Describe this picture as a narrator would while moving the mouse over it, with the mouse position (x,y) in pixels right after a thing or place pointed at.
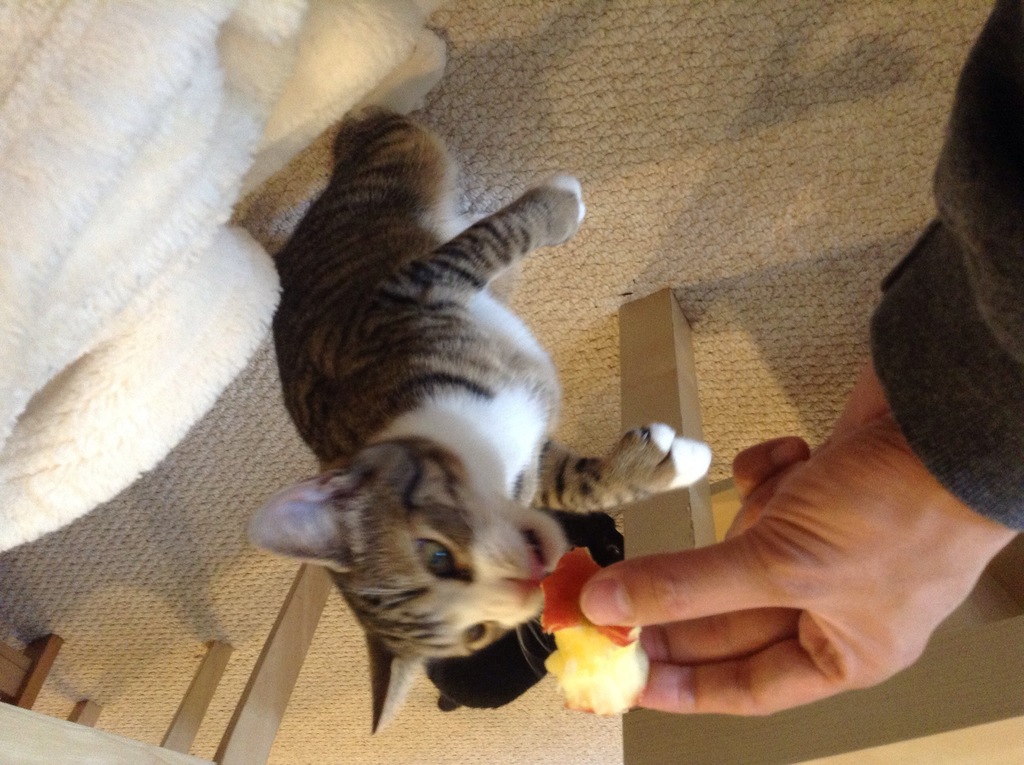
In the picture we can see a cat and a person hand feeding something to the cat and the cat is sitting on the mat (605,745) and beside it we can see a white color cloth (17,450).
